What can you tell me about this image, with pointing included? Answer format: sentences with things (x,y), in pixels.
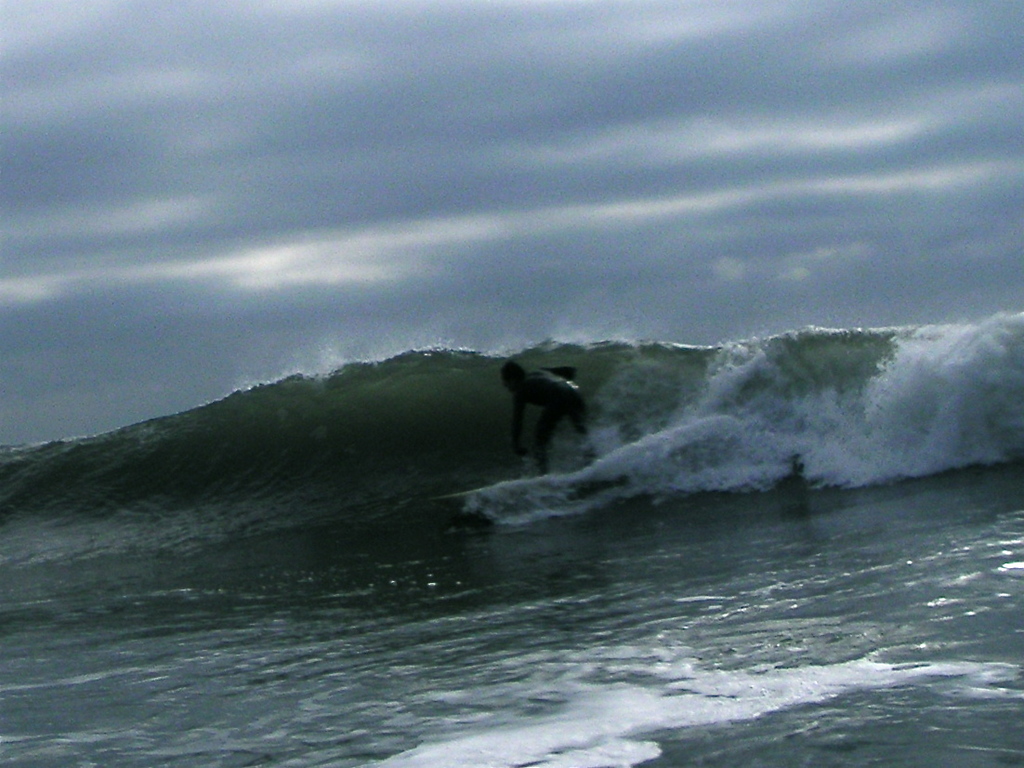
In this picture there is a person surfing on the water (444,519) with surfboard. In the background of the image (584,207) we can see the sky (704,254).
